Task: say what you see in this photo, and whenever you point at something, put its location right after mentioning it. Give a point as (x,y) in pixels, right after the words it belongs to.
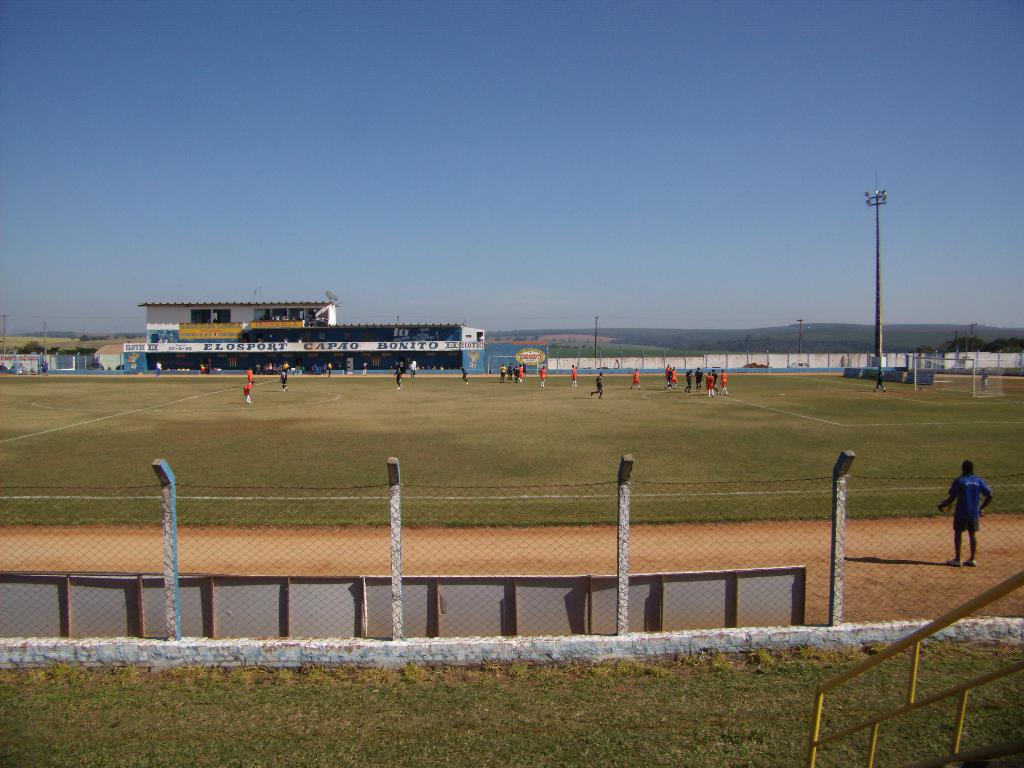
This picture is clicked outside. In the foreground (559,687) we can see the green grass (605,690) and the net (614,534) and some other objects (720,576) and there is a person (965,523) standing on the ground (966,543). In the center (572,378) we can see the group of people (541,373) and the green grass (330,440). In the background (504,236) there is a sky (860,173), pole (878,207) and sheds (277,357) and some trees (958,348).
